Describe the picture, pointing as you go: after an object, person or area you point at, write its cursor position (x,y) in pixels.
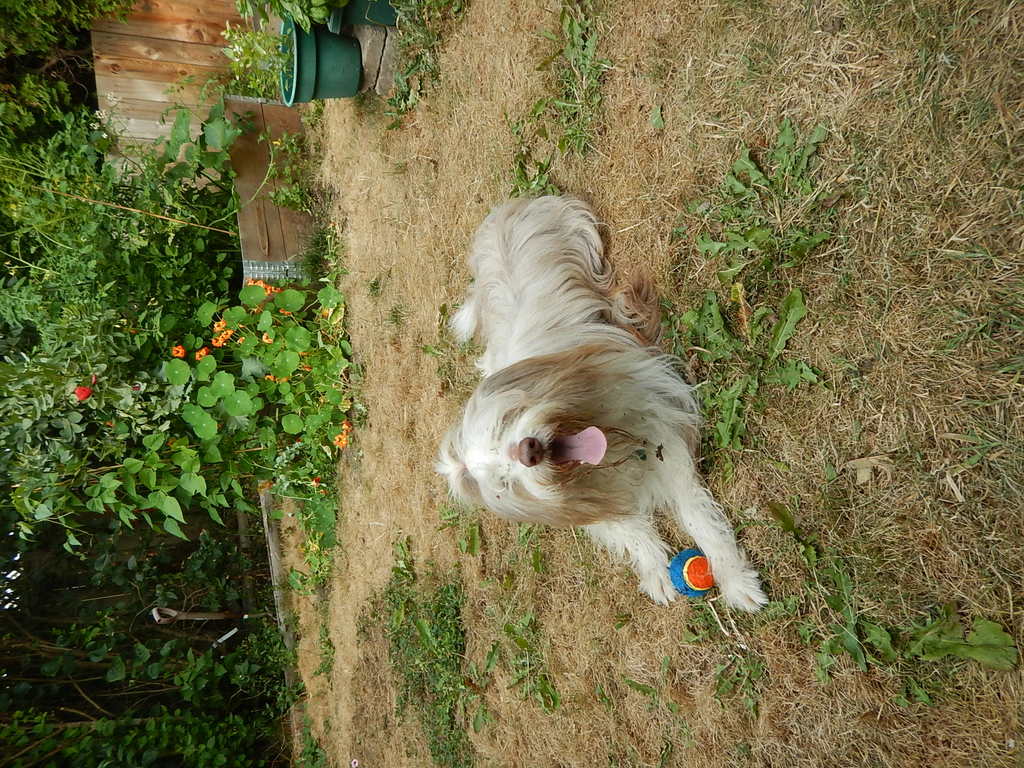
In this image I can see a dog (561,273) which is white and brown in color is laying on the ground (668,323) and I can see a ball (703,569) over here. I can see few plants (790,128), some grass (932,185), few trees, few flowers (218,333) which are orange and red in color and few flower pots (331,69) which are green in color.
